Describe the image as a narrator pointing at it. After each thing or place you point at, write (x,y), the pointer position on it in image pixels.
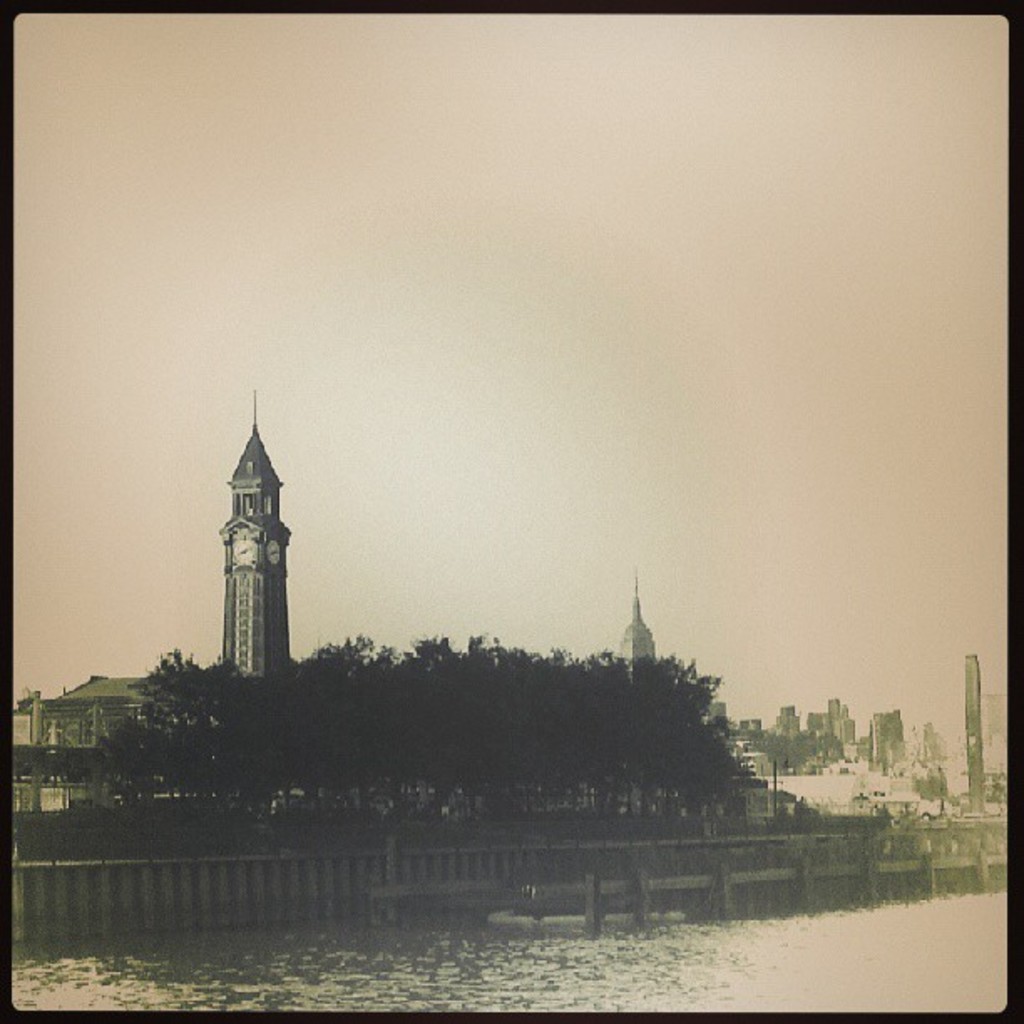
As we can see in the image there is water (606,986), fence (589,917), trees (692,796), buildings (36,752) and sky (365,236).
